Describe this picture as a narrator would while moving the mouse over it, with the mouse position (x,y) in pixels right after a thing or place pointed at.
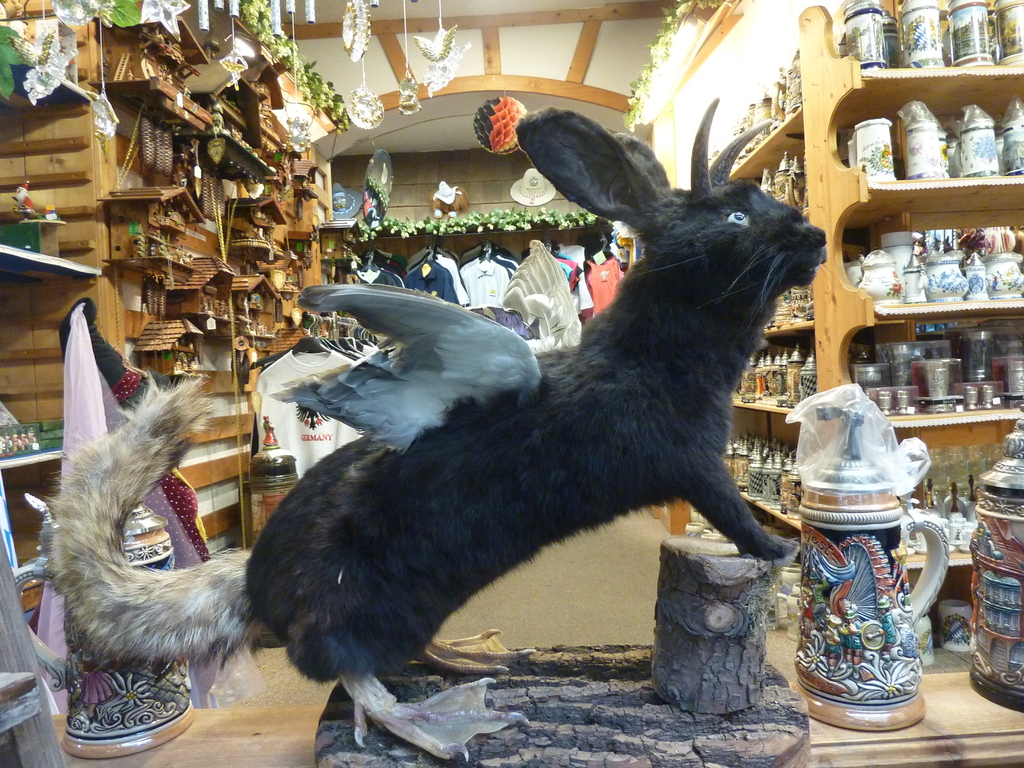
In this image there is a wooden table (904,730) in the foreground (892,739). On the table (951,706) there are jars (928,585) and a sculpture (430,534) of an animal (484,720). Behind it there are wooden racks (69,191). To the right (777,179) there are jars (797,179) and glasses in the rack (838,184). To the left (204,210) there are small house toys (217,282) in the rack (200,230). In the background (510,274) there are clothes (466,274) to the hangers (435,257). At the top (448,61) there are decorative things (432,71) hanging to the ceiling (331,23).
